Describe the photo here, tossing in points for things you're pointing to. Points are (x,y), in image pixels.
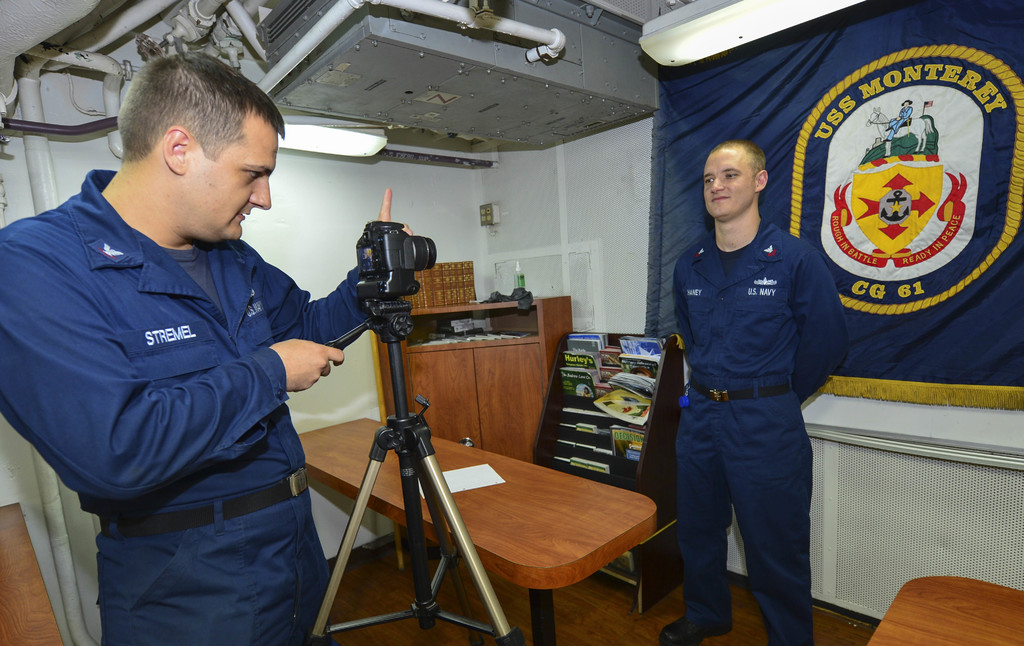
In the image we can see there are two men (790,301) who are standing and a man (181,363) is taking photo of other person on the camera (383,269).
